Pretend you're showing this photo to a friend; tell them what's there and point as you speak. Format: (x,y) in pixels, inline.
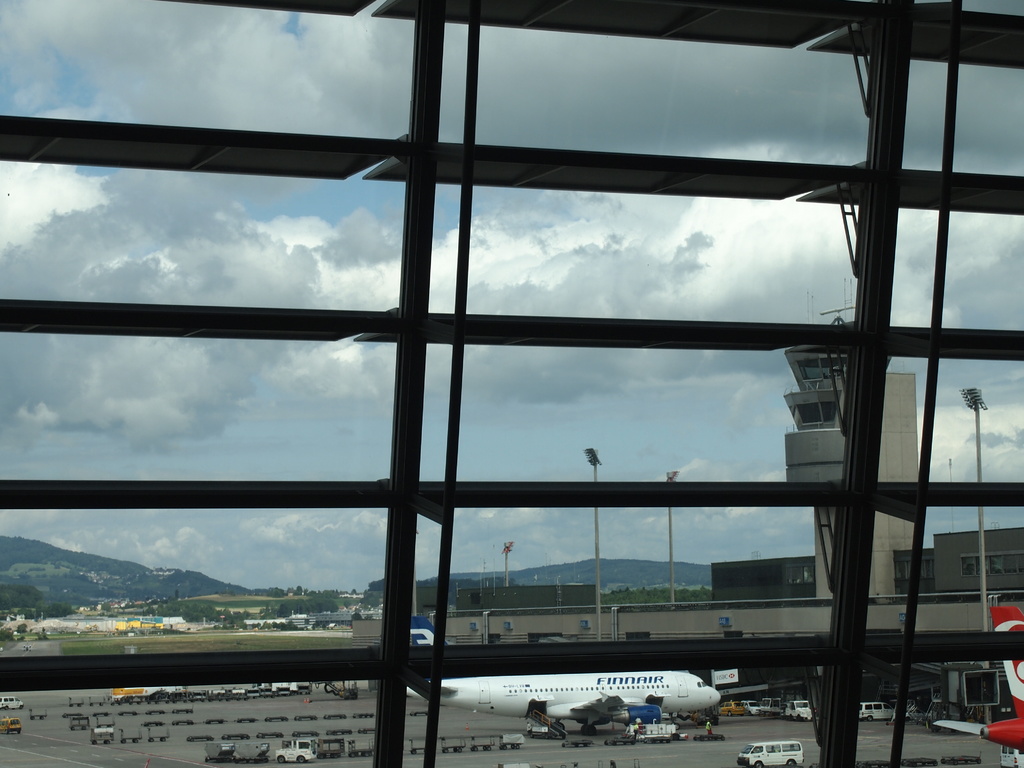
This image is clicked from a window (997,507), behind it there is an aeroplane (566,700) on the road (692,760) with vehicles (220,720) in the front (374,725) and in the back (230,690) followed by beside it and in the back (220,606) there are hills (49,566) and above its sky (302,465) with clouds (563,273).
